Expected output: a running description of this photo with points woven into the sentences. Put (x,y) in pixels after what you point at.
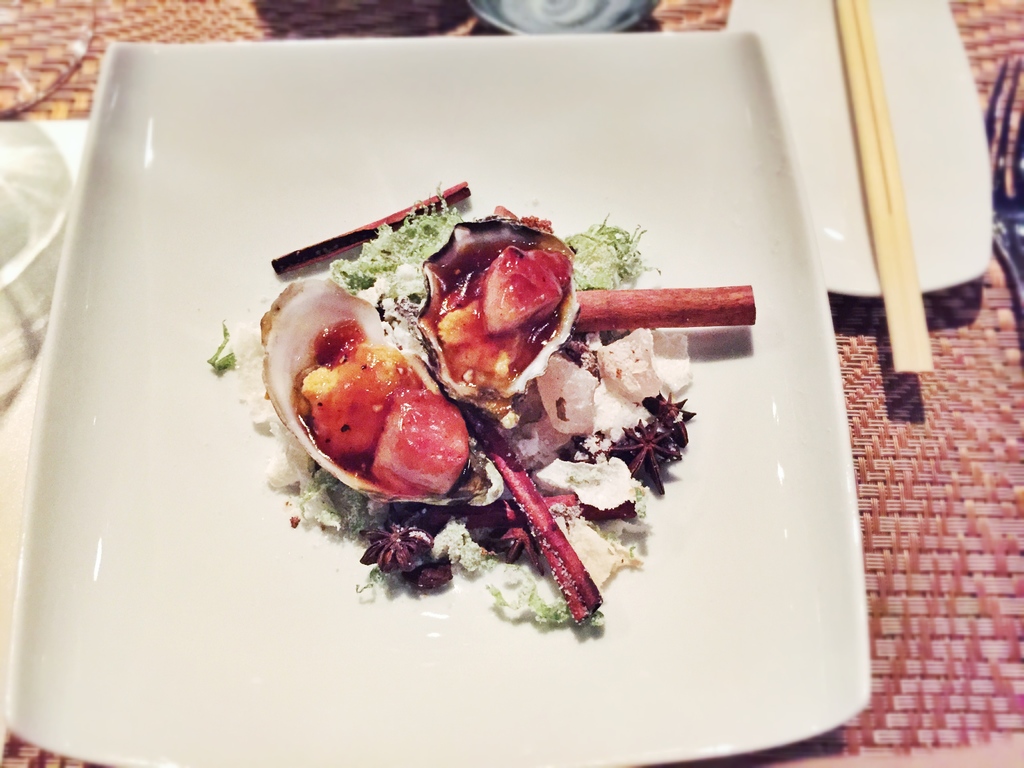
In the image we can see there is a food item (520,329) kept in the plate (617,657) and there are chopsticks (847,55) kept on another plate (931,76). The plates (766,309) are kept on the table (972,584).
